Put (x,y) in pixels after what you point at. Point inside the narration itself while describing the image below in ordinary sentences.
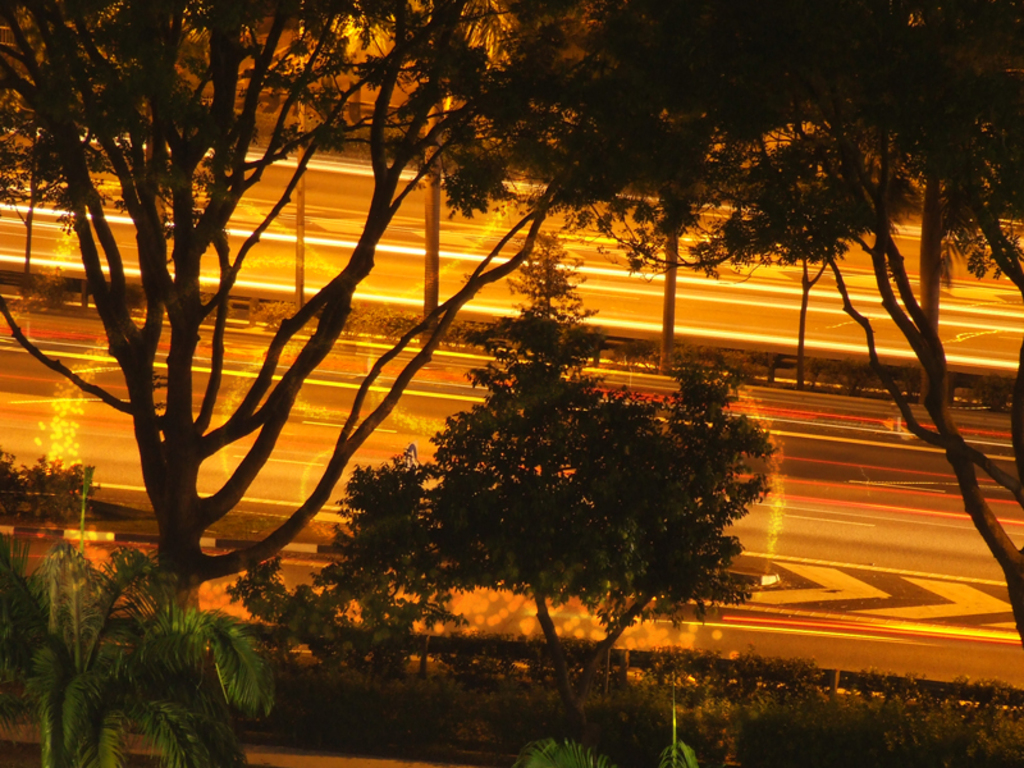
In front of the image there are trees (691,498). Behind the trees (594,469) there is a road (816,508) and also there are poles (437,245).
